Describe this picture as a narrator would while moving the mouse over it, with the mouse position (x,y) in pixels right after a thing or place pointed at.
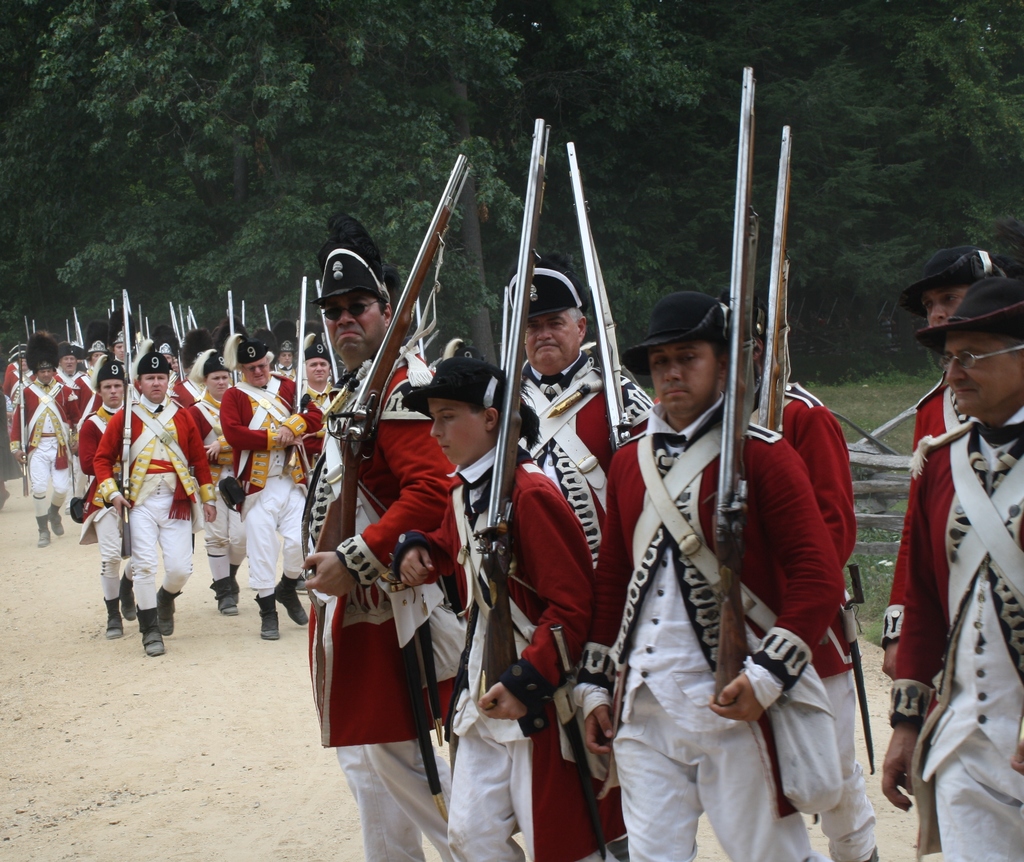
This picture is clicked outside and we can see the group of people (251,439) wearing uniforms (806,531) and holding rifles (778,251). In the background (162,69) we can see the trees (463,120) and some other objects (868,443).
